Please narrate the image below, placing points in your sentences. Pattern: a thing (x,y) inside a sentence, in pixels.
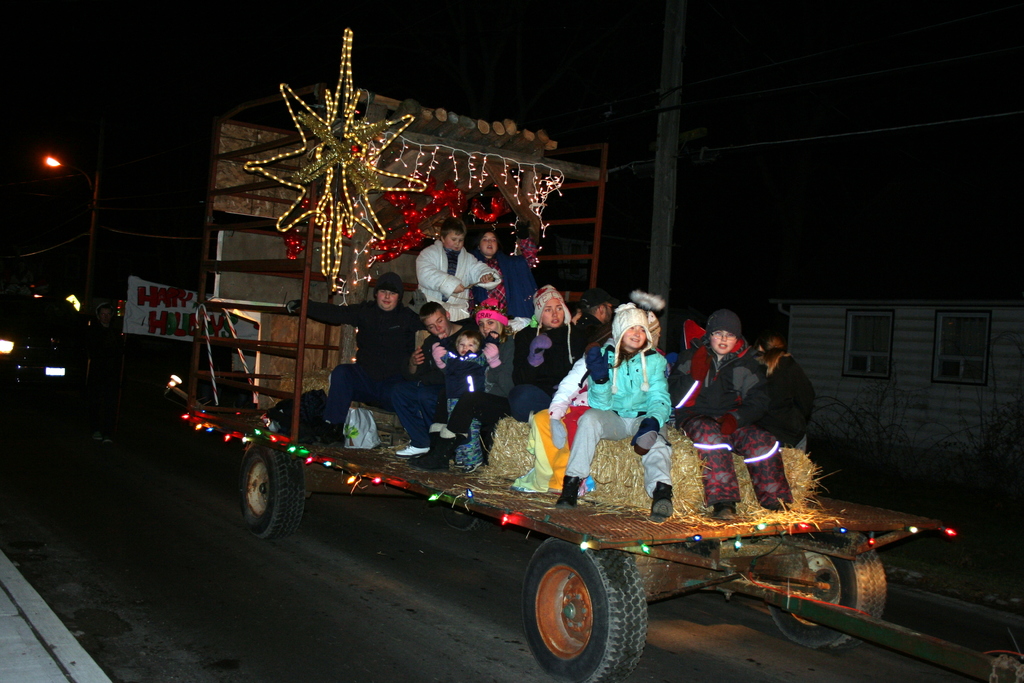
In this image there is a vehicle (196,409) on the road (185,559), there are persons (605,399) in the vehicle (265,355), there are objects (319,408) on the vehicles (418,473), there are lights (323,145), there is a house (894,312) towards the right of the image (919,328), there are plants (888,416) towards the right of the image (901,429), there are poles (666,183), there are wires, there is a streetlight (94,261), there is a banner (160,305), there is text (191,313) on the banner (154,286), the background of the image (148,94) is dark, there are lights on the vehicle (624,515).
